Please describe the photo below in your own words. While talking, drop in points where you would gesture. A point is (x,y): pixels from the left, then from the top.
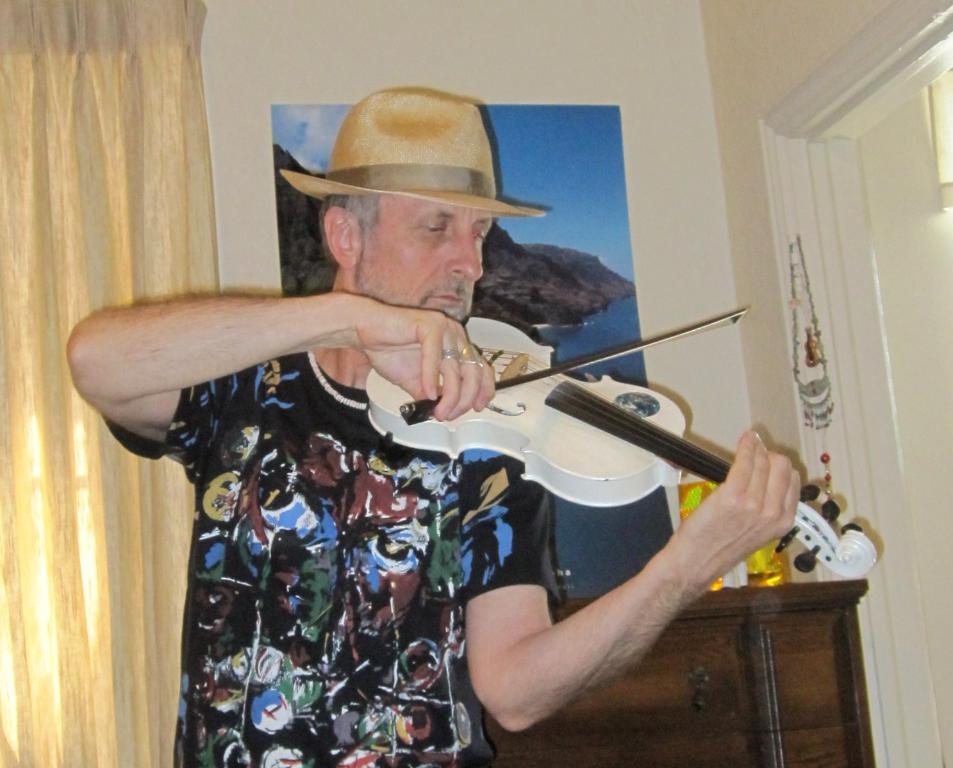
In the center of the image (458,406) we can see a man (386,366) is standing and wearing T-shirt (350,473), hat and playing a violin (535,469). In the background of the image (28,465) we can see a curtain (116,573), door (894,355), rack (751,602) and board (567,236) on the wall (661,218). On the rack (779,697), we can see the bottles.
